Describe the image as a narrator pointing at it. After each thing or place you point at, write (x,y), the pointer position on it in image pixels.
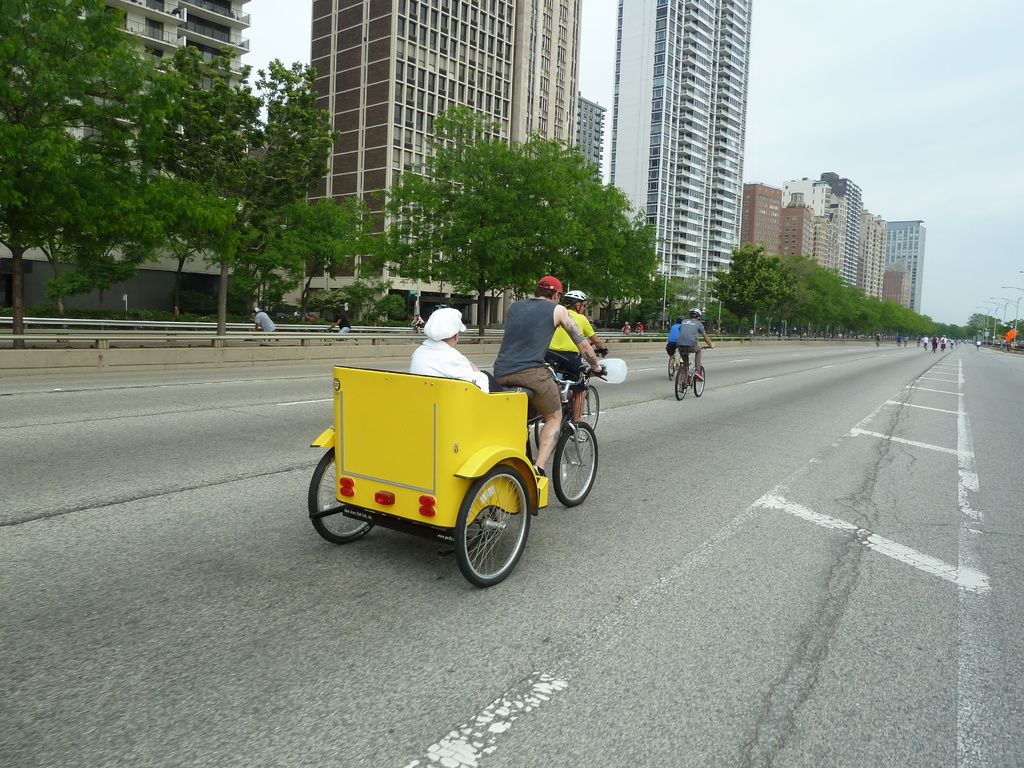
A man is riding a rickshaw (457,409) on this road (852,447) and there are trees (511,253). Behind them there are big buildings (718,178).
